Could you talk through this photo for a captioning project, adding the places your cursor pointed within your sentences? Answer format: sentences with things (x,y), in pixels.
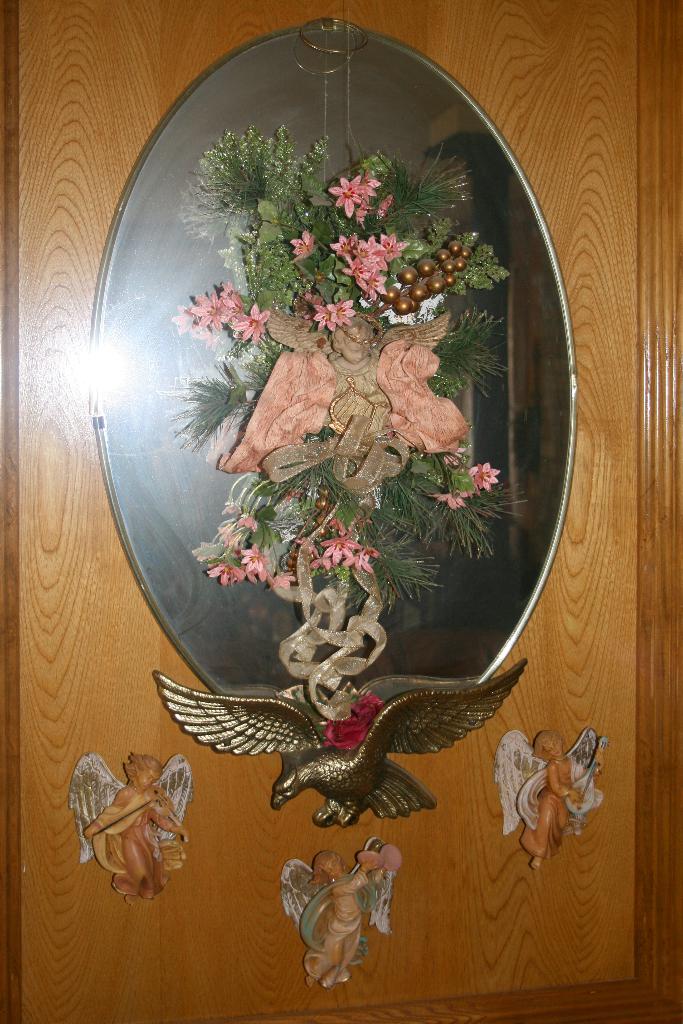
In this image we can see a wooden surface (275,957). On that there are sculptures (534,787). Also we can see a sculpture (332,761) of a bird (358,752) and some decorations (323,472) with flowers (364,562), leaves (368,535) and ribbons (367,575).
